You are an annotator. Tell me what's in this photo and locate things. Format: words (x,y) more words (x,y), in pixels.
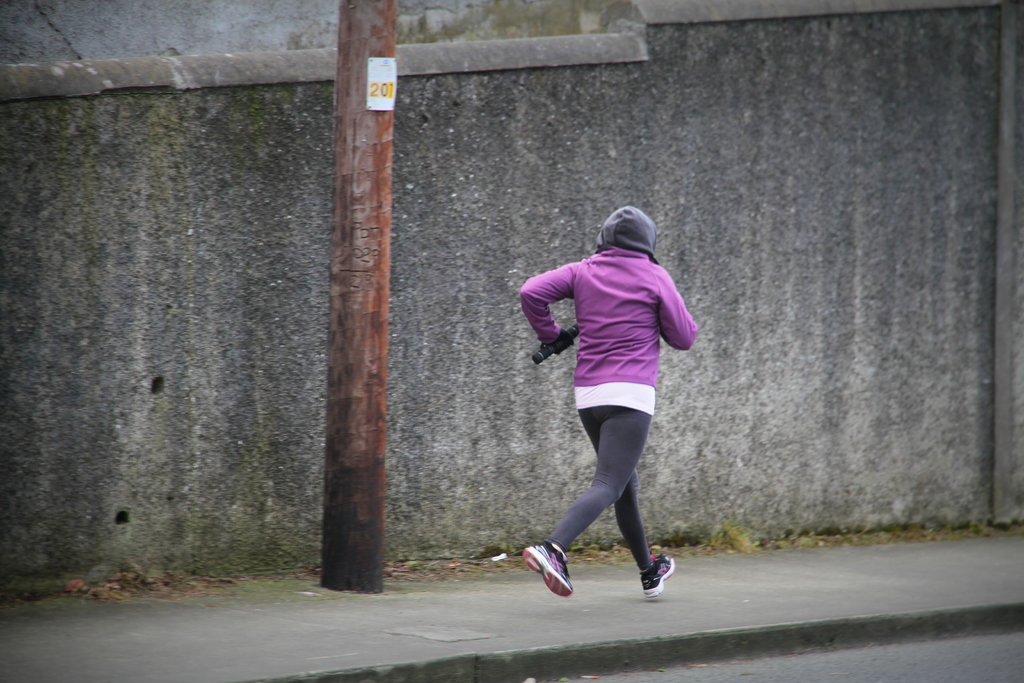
This image is taken outdoors. At the bottom of the image (729,602) there is a road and a sidewalk (588,611). In the background (410,270) there is a wall (216,259) and a pole (356,123). In the middle of the image (640,287) a person (616,397) is running on the sidewalk (620,567).
